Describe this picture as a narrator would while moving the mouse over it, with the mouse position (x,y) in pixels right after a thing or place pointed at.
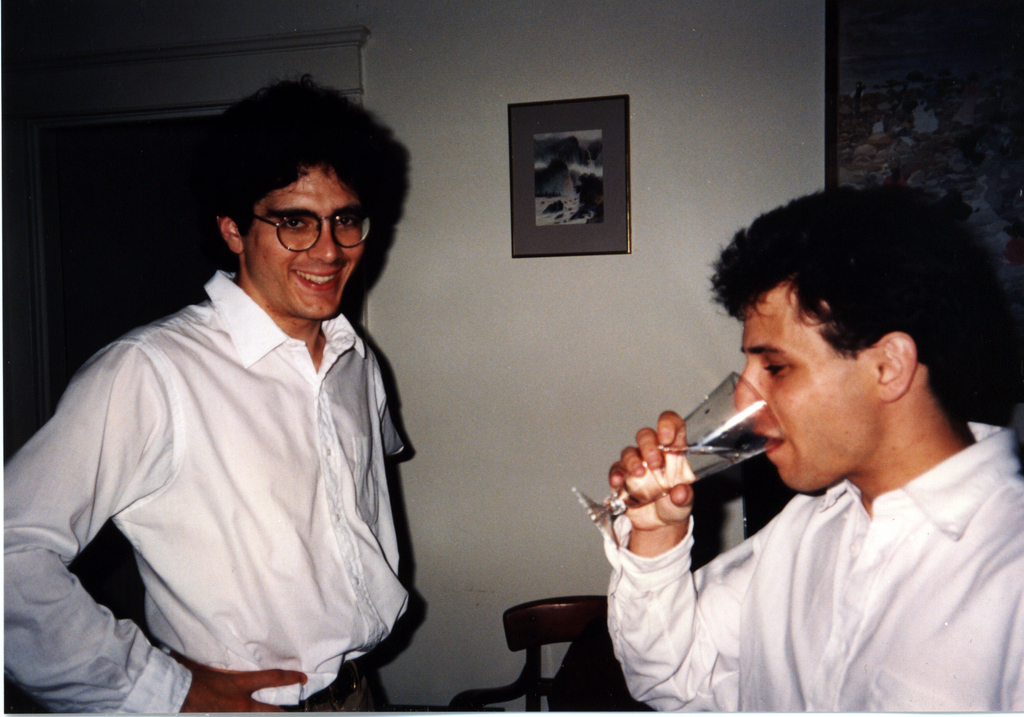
On the background (505,91) we can see door (142,127), wall (636,68) and photo frames (963,72) over it. Here we can see one man (771,690) wearing white color shirt (733,680) drinking a glass (722,461) of water (716,449). Here we can see one man (183,402) standing and smiling. He wore spectacle (339,225).
